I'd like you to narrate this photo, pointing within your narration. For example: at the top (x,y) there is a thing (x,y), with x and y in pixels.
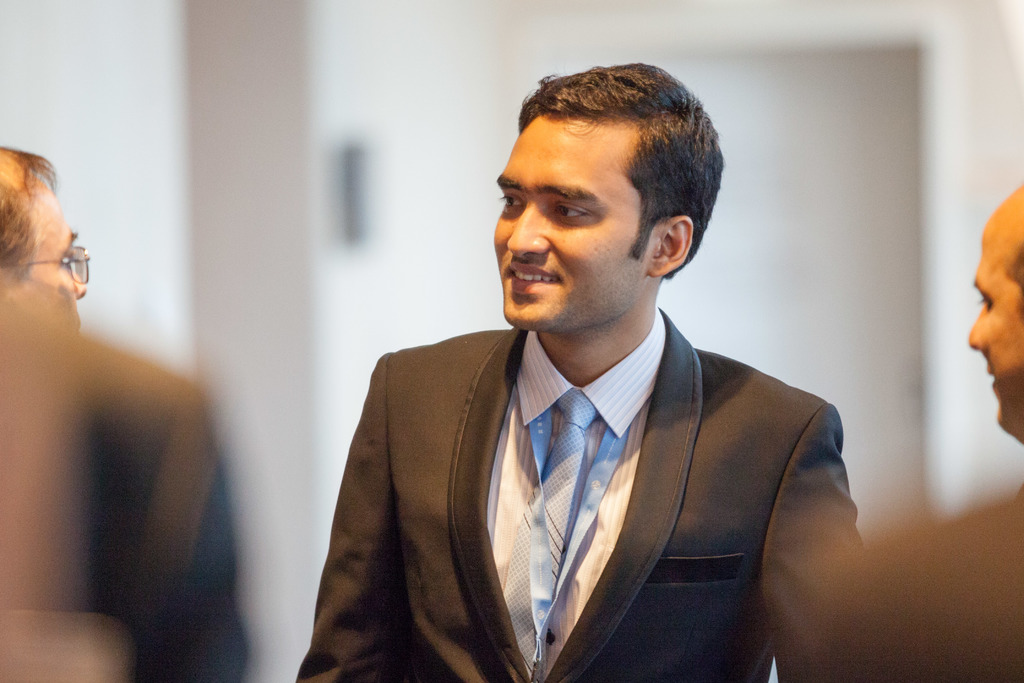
This image consists of some persons (736,412). There is a man (602,373) in the front (348,526). He is wearing a blazer (590,641) and tie (565,493). He is smiling.
